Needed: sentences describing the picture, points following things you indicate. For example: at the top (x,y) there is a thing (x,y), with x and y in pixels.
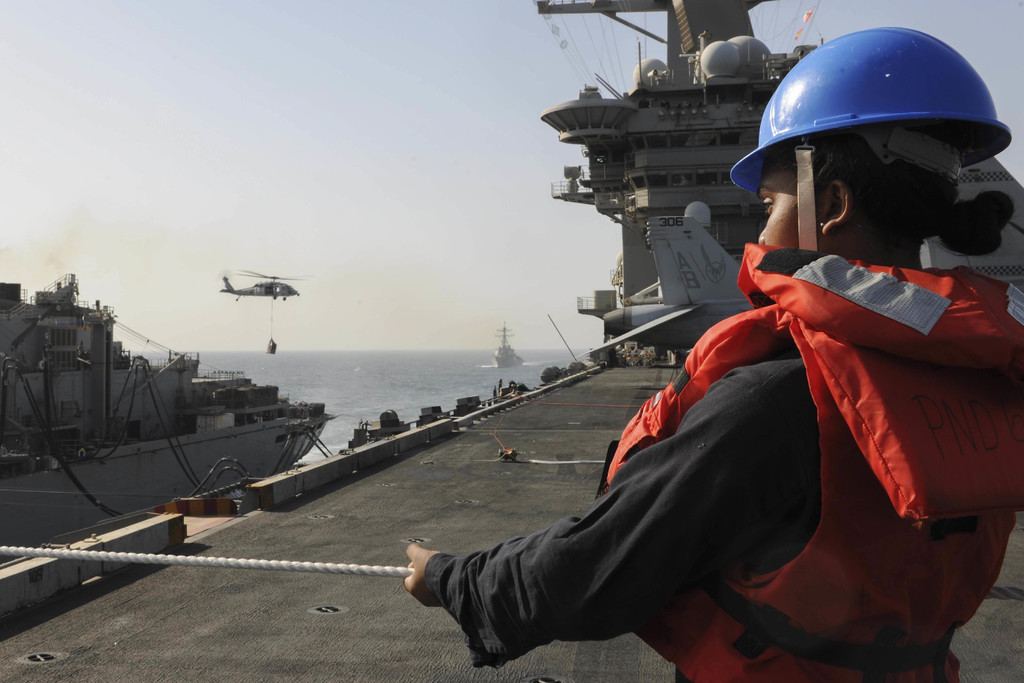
In this image on the right side (748,446), I can see a woman (741,465) holding a rope (318,565). I can see the aircraft (619,309). On the left side (201,381) I can see the ships (515,351). I can also see the water (311,384). At the top (375,106) I can see the sky (354,79).
